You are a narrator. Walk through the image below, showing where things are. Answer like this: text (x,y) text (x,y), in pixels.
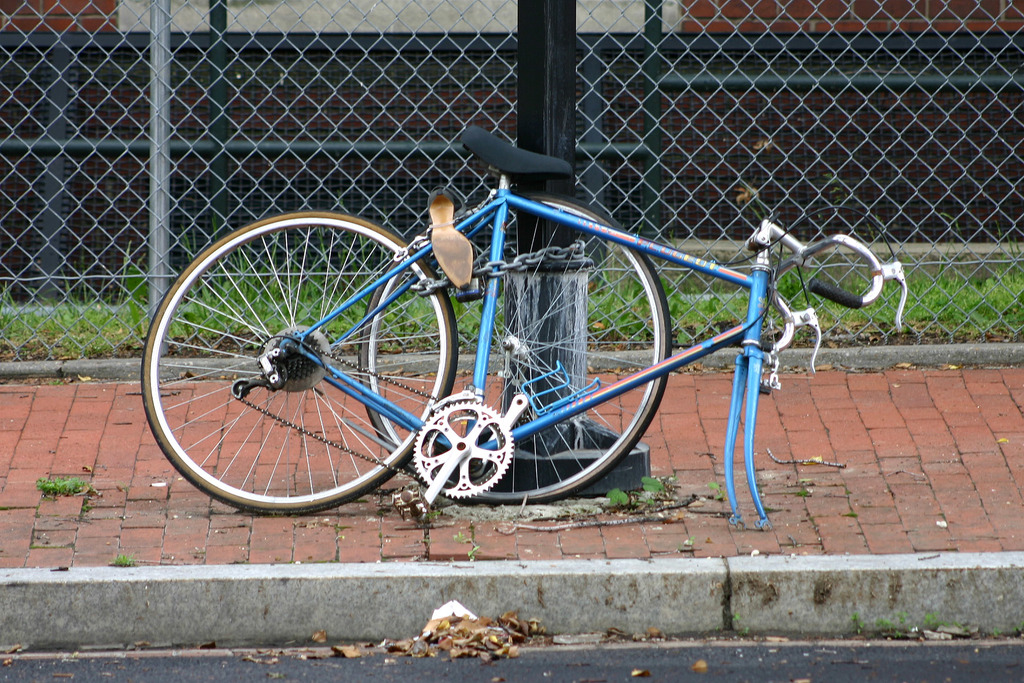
In this image we can see a bicycle (463,473) and a pillar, there is some grass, fence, wall (857,21) and the leaves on the ground (409,483).
